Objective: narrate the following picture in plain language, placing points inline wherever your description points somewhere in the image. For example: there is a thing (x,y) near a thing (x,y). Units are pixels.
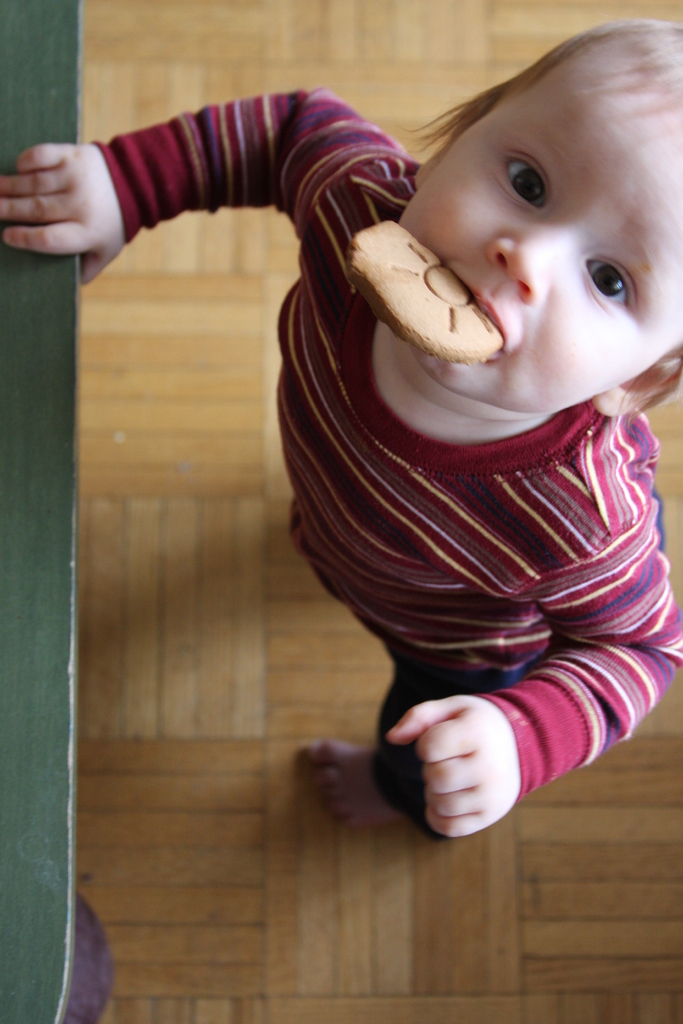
On the right side (603,497), there is a child (635,422) having a biscuit (393,310) in the mouth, standing on a floor (88,15) and holding a green color object (56,297) with a hand (59,250). And the background (259,472) is brown in color.
